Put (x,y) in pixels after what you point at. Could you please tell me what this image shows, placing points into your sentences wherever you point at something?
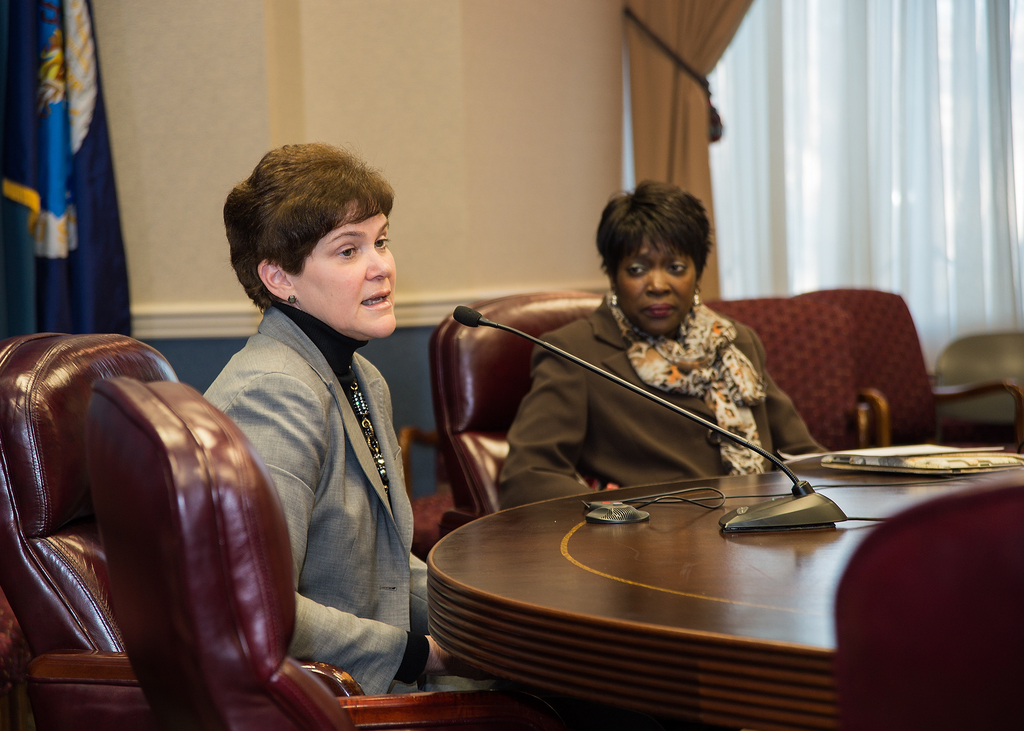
This is the picture of two people (379,532) sitting on the Sofa (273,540) in front of the table (833,643) on which there is a mic (806,495) and behind there is a window (780,134).
